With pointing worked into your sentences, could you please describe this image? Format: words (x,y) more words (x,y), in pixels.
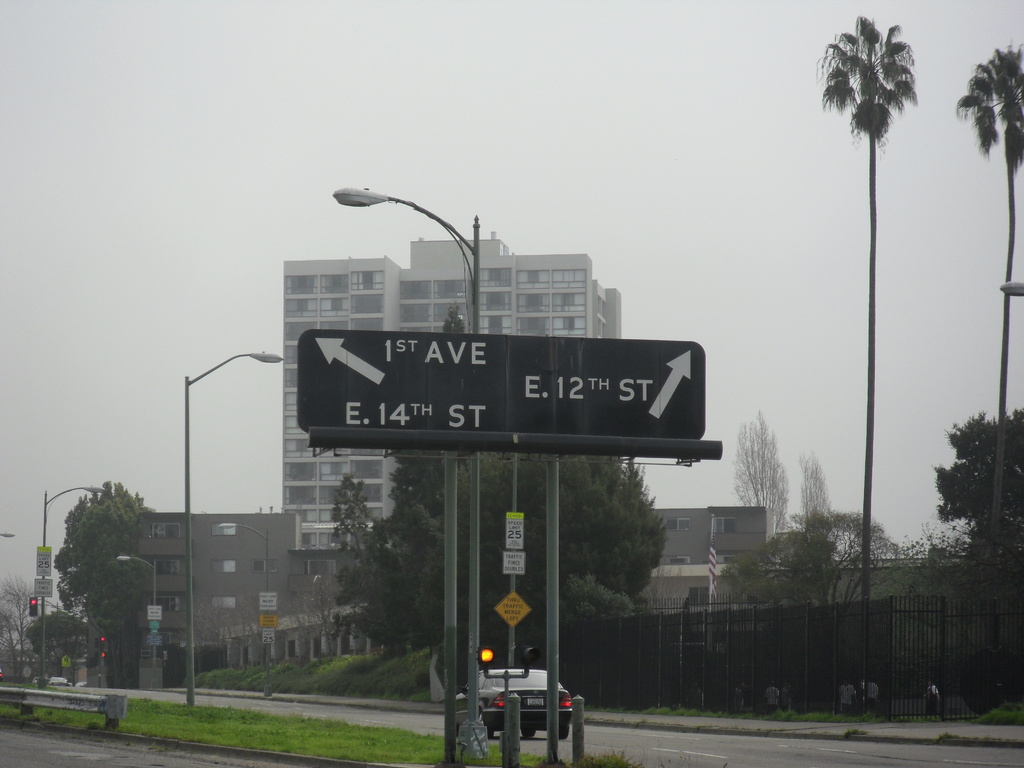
In this picture there is a sign pole (438,365) in the center of the image (353,419) and there is grassland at the bottom side of the image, there is a car (497,695) on the road (438,721) at the bottom side of the image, there are trees (1014,467) and buildings (285,546) in the image.
